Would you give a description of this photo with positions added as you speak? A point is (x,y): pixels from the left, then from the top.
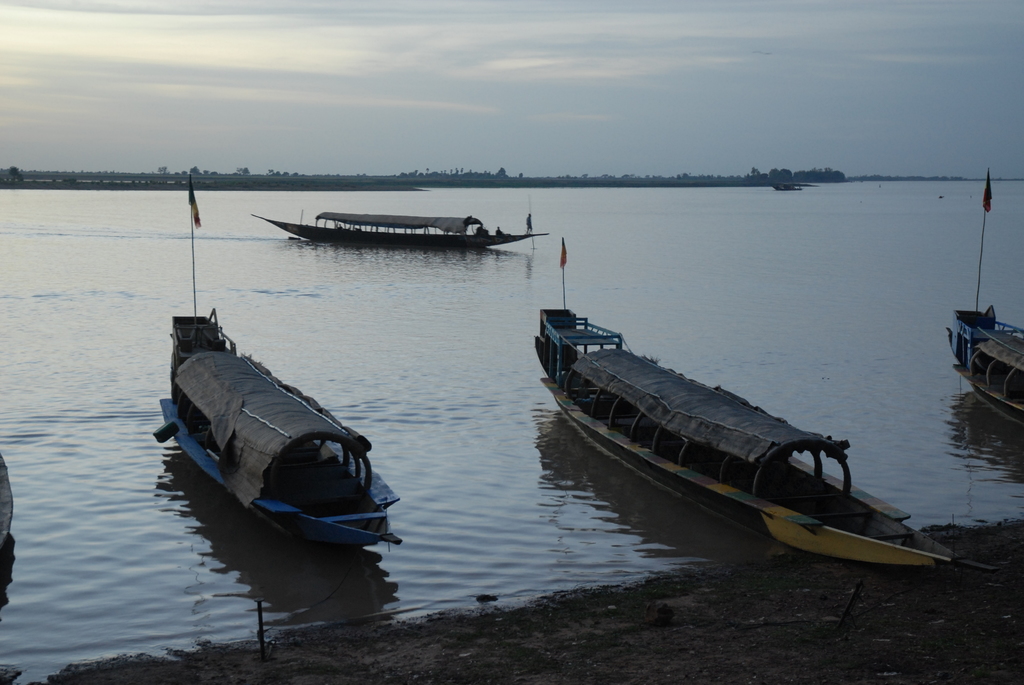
In this picture we can see four small boats (368,461) in the river water (512,516). Behind there are some trees (778,181) and on the top (275,85) we can see the sky (246,90).
